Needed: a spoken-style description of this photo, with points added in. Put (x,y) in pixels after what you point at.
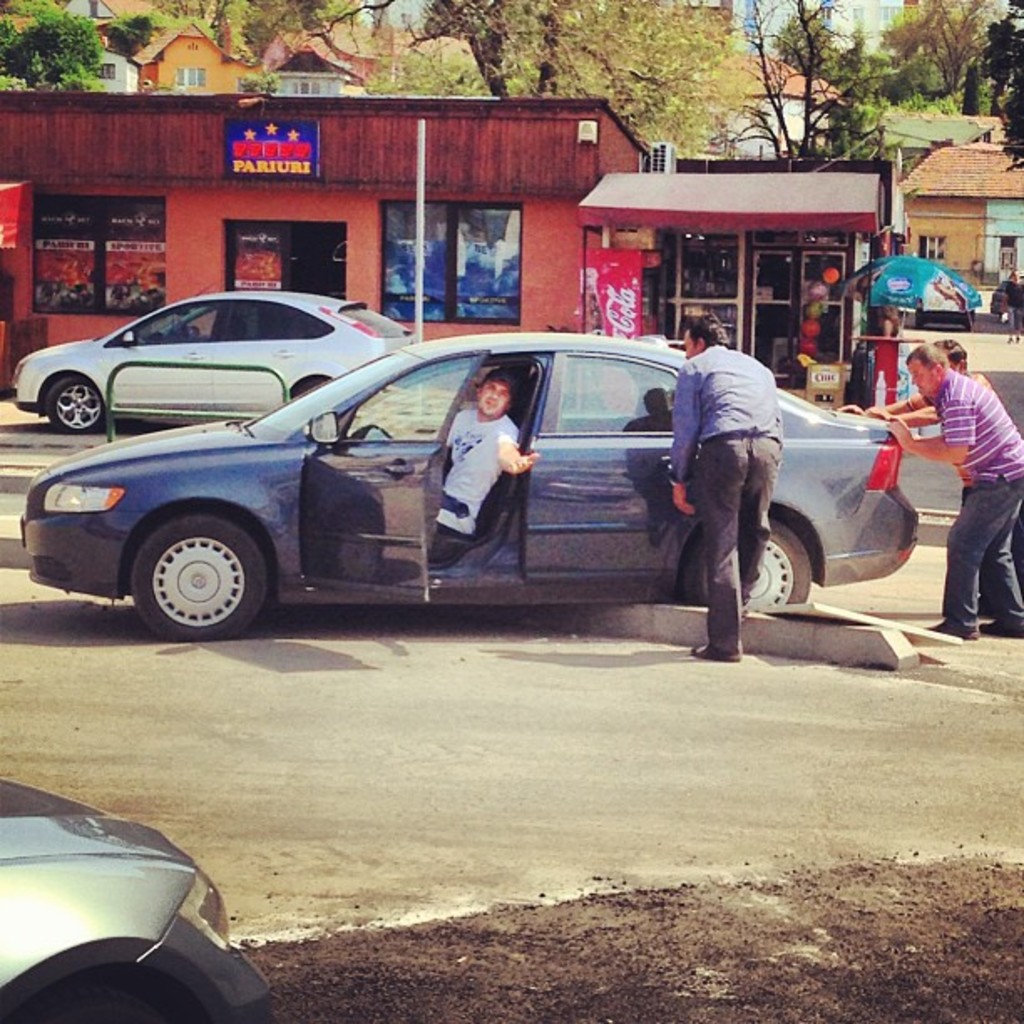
In this picture there is a car (300,471) on the road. In this car (517,400), a man (504,452) is sitting and is waving at the another man (714,453). To the right (991,417), there are two persons (969,418) who are pushing the car (833,496). There is a white car (243,325). There is a shop (271,143). At the background (543,76), there is a tree (458,55) and a house (169,44). To the left (85,891), there is also another grey car (89,921).
